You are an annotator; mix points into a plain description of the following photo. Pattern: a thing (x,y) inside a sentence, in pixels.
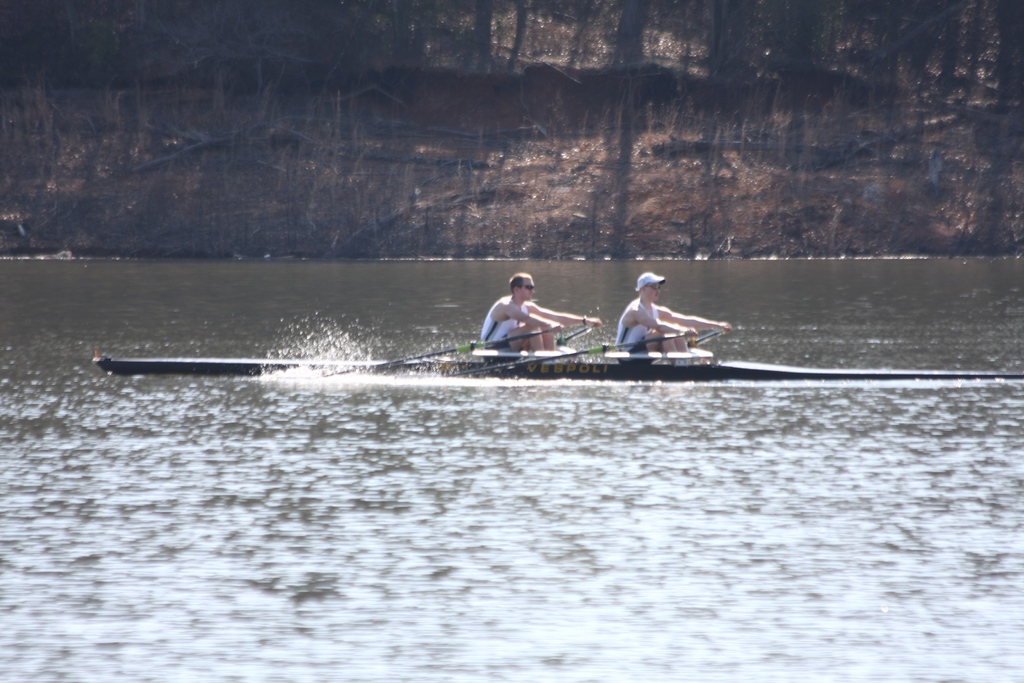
In this picture we can observe two person (543,317) rowing a boat (467,364), sitting in it. The boat (282,361) is on the water (450,328). In the background (858,155) there is a hill (353,153).
